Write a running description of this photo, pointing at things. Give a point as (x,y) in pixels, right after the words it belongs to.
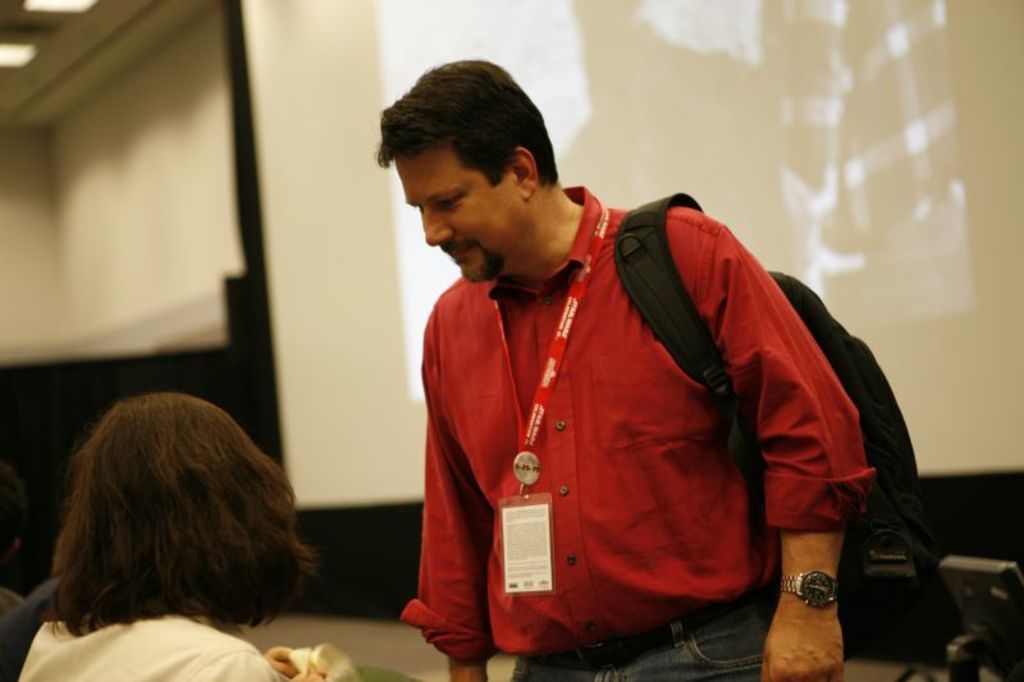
The man (514,378) in the middle of the picture (536,413) wearing a red shirt (584,503), red ID card (535,529) and a black backpack (686,315) is standing. In front of him, we see the woman (133,646) in the white jacket (132,641) is sitting. Behind him, we see a projector screen (366,227). Beside that, we see a white color wall (97,273). In the right bottom of the picture (991,641), we see a monitor (951,571).
